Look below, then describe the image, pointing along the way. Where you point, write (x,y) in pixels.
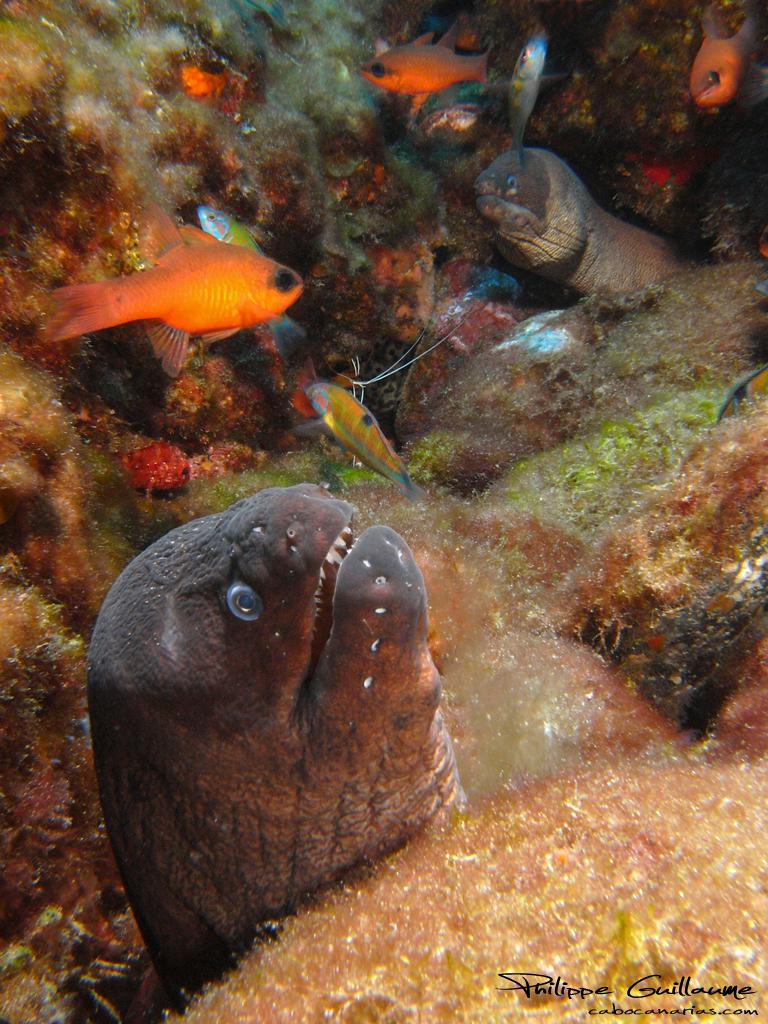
In this image we can see some colorful fishes (351,430) in the water (475,734) and there are rocks (575,692).
